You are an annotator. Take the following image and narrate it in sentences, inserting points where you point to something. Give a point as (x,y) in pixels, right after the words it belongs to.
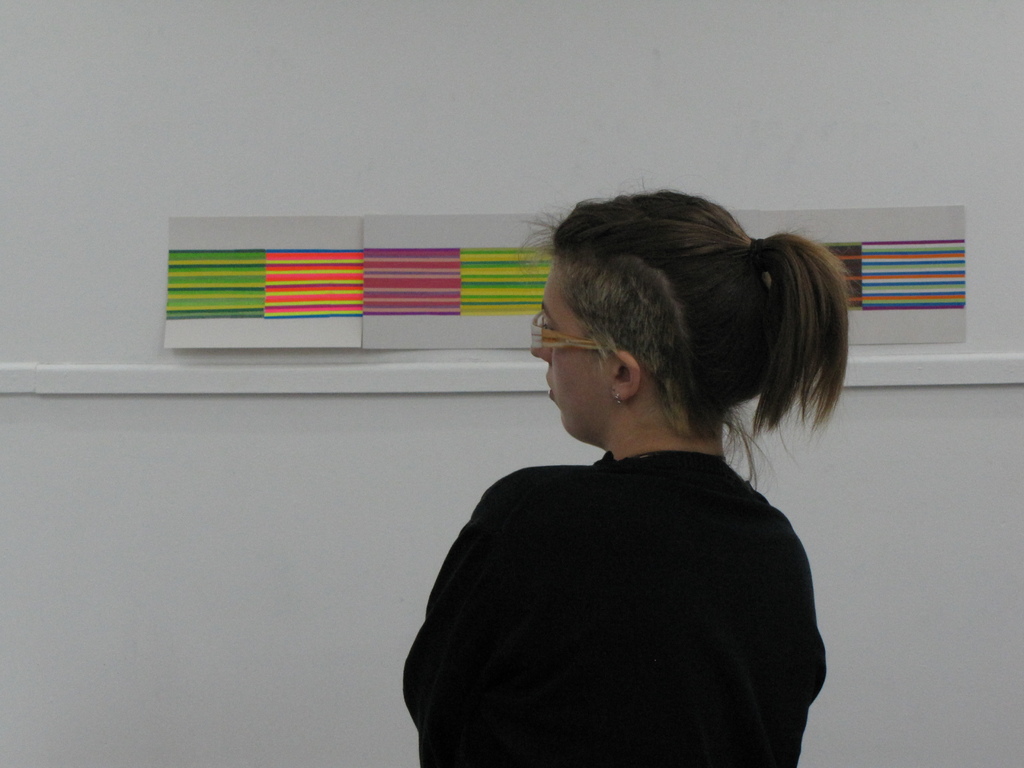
In this image we can see a woman (619,631) wearing black dress (603,612) and spectacles (555,346) is standing. In the background (191,295) we can see group of drawings (951,258) on the wall (136,285).
